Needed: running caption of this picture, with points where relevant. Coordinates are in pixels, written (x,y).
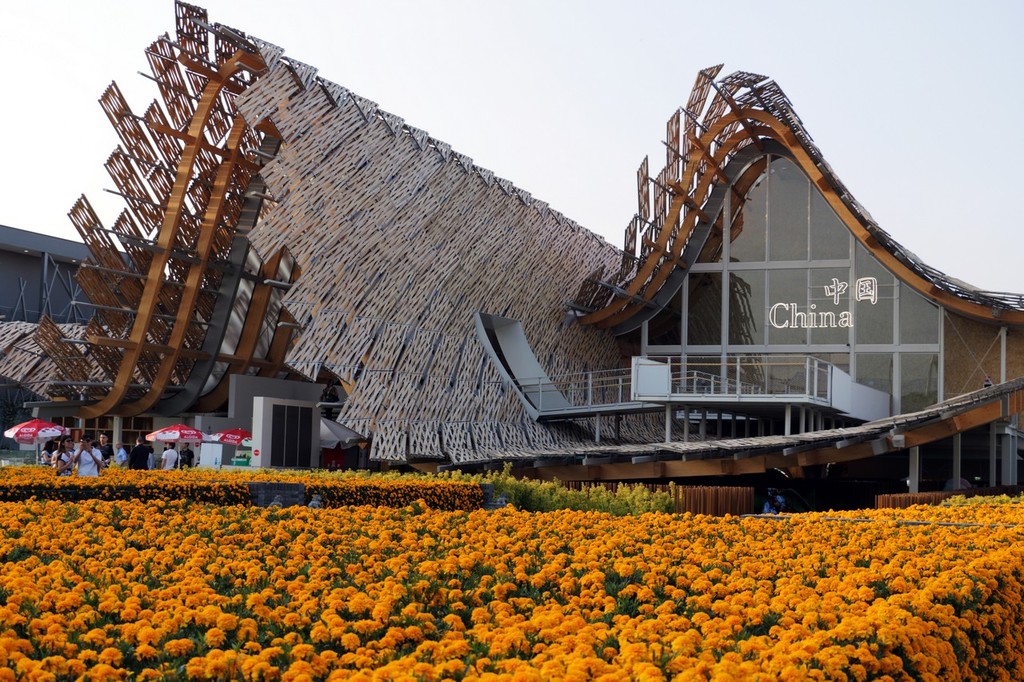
In this image there are buildings (397,436), few people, umbrellas (236,441), few flowers (341,486) in the garden (461,504) and the sky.
